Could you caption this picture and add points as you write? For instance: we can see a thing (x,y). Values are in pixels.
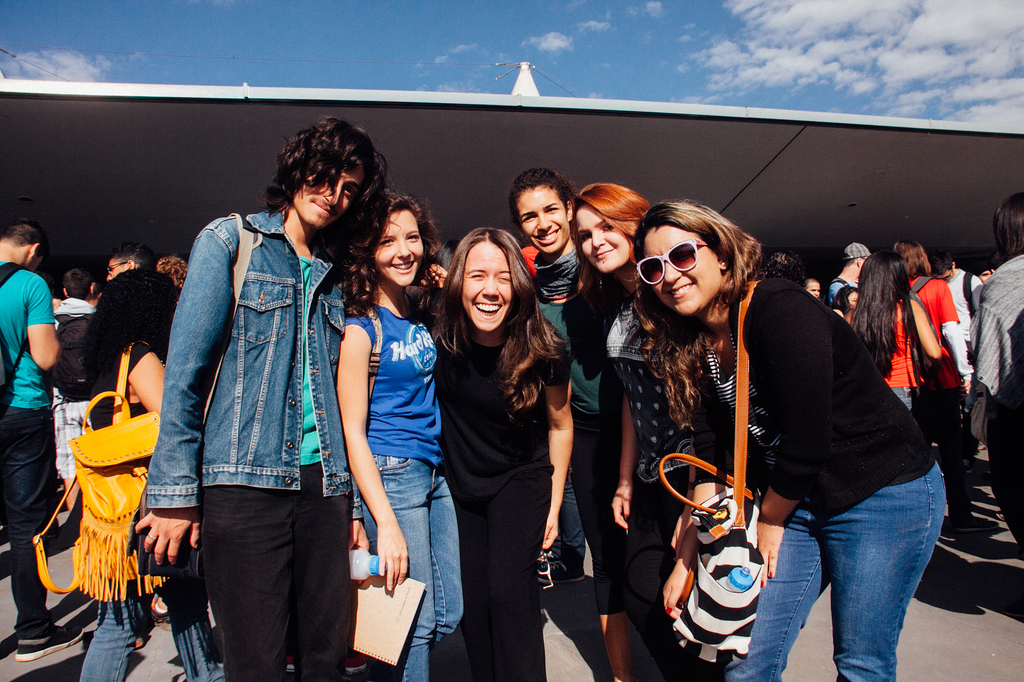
In this picture we can observe a group of members (435,349). One of them is a man (282,372) and the other remaining members (445,340) are women (450,355). All of them were smiling. In the background (112,338) there are some people (103,329) walking and standing. We can observe Sky (363,54) with some clouds (793,70).
